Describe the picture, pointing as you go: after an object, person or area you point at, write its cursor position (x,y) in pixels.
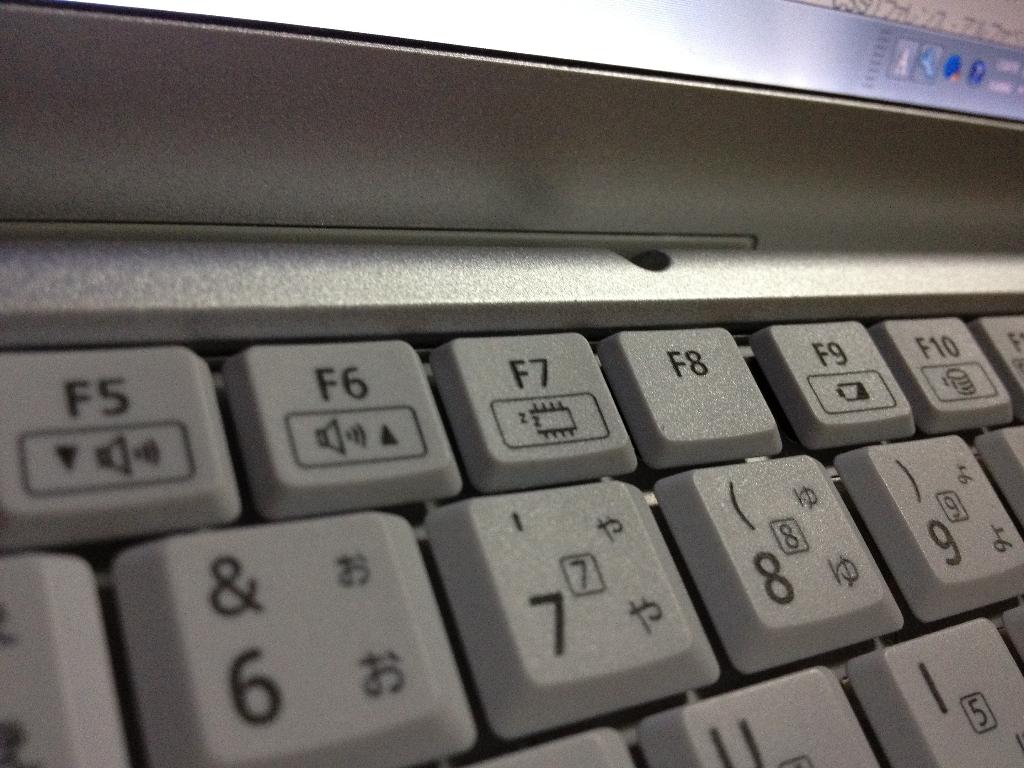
In this image there are buttons (413,543) on the keyboard (638,466) which are visible.
